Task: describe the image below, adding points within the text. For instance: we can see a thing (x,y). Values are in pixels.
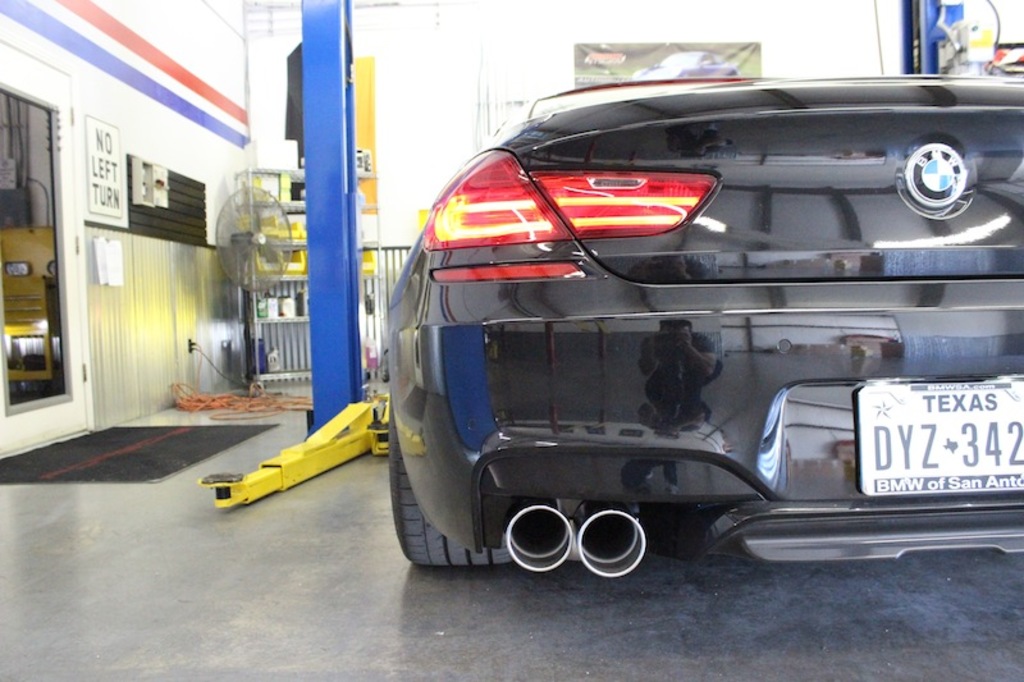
In this picture we can observe a black color car (616,322) parked here. In the left side (324,447) there is yellow color car jack (313,458). We can observe blue color pillar (325,359). In the background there is a poster (628,62). In the left side (105,163) we can observe white color board (105,161) fixed to the wall (130,346).
